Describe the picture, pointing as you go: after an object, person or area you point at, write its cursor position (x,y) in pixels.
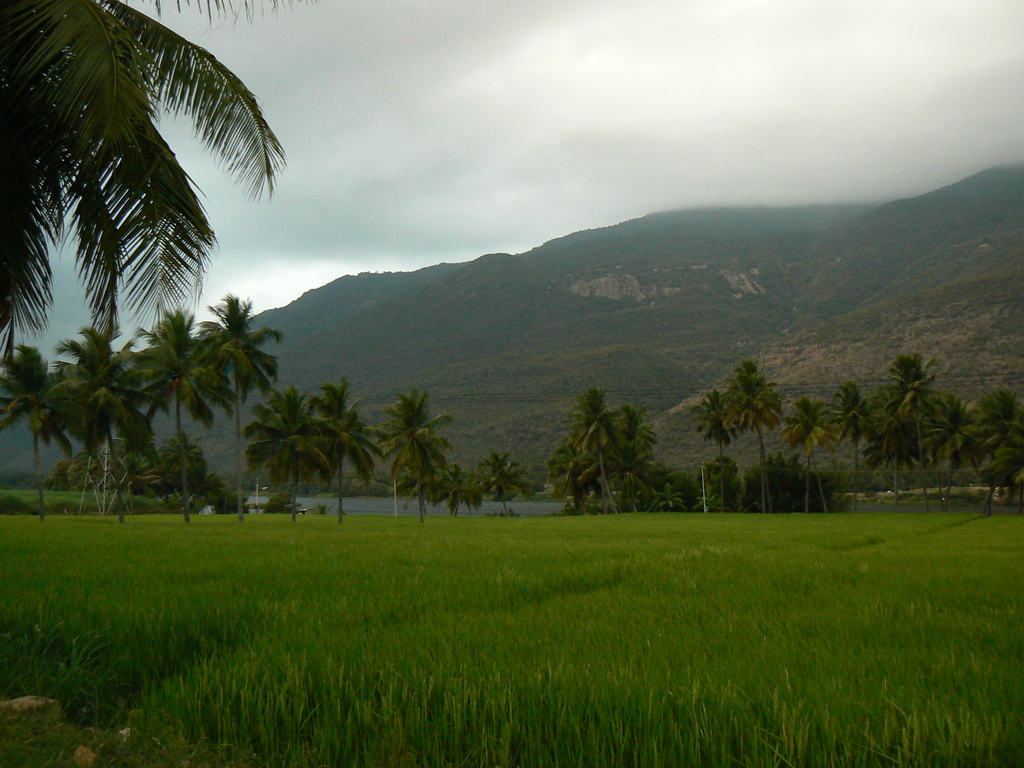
As we can see in the image there are hills (696,327) and trees (284,451). There is grass (439,667) and at the top (590,98) there is sky (515,99).
